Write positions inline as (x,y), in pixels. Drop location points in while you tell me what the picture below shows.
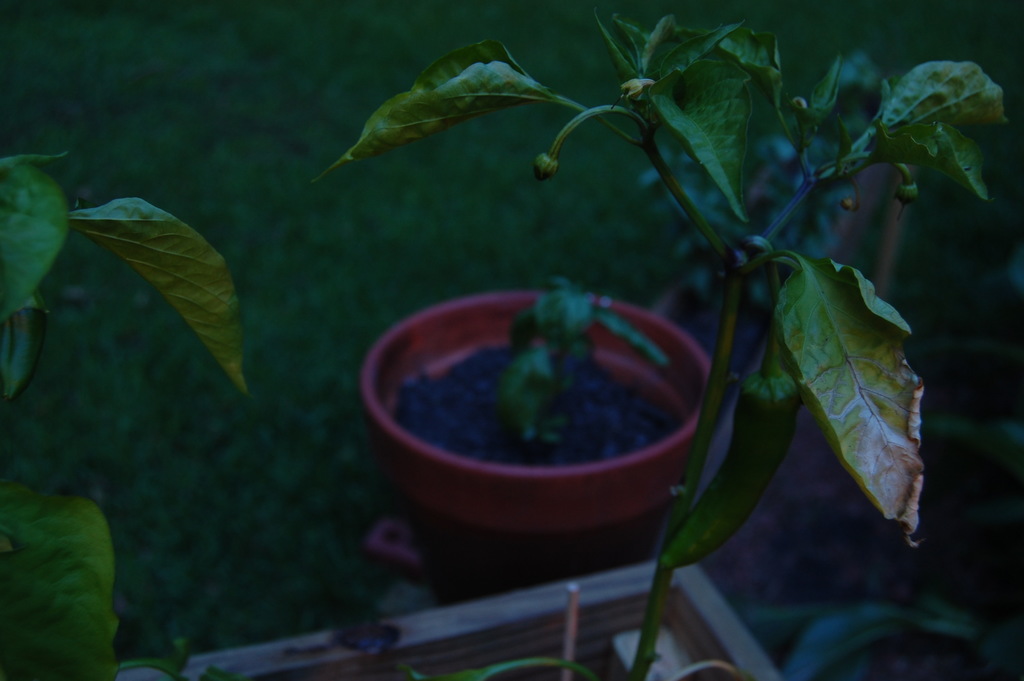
In this image there is a chilli plant (763,363) in the middle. In the background (391,341) there is a flower pot (454,429) on the ground (318,359).
